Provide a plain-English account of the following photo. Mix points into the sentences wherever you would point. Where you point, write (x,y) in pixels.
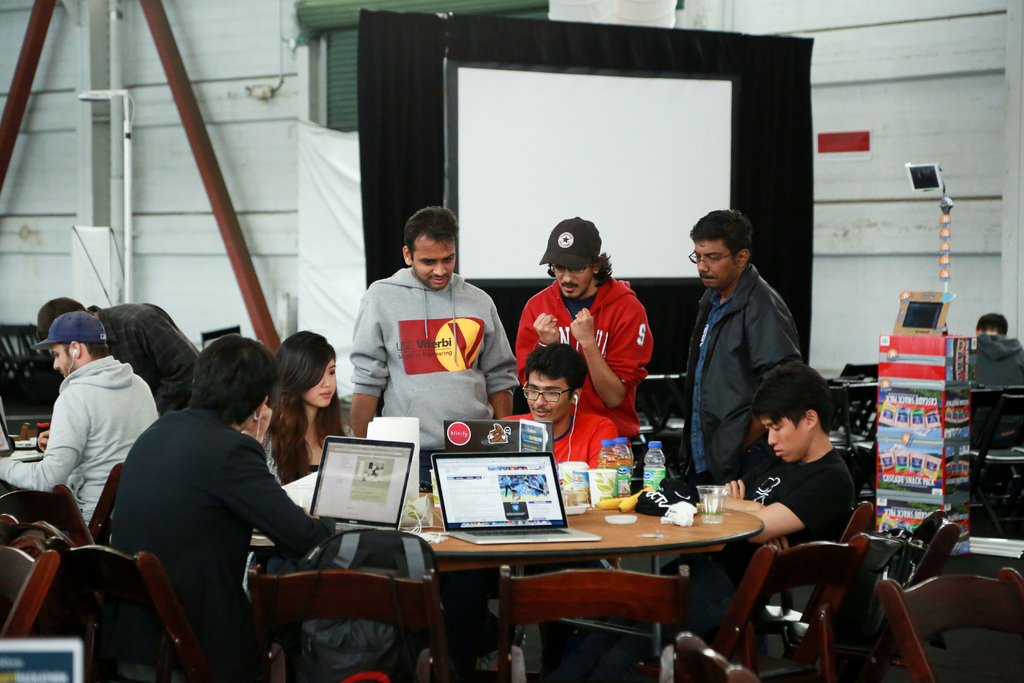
This picture is of inside. On the right (833,456) there is a man (819,525) wearing black color t-shirt (816,508) and sitting on the chair (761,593), beside him there are three persons (556,326) standing and there is a man (573,419) wearing red color t-shirt (583,438) sitting on the chair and seems to be working on a laptop (536,437). On the left (286,381) there is a woman (306,405) and a man (241,467) sitting on the chair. There is a backpack (358,569) placed on the top of the chair (391,620). In the center (489,432) there is a table (656,544) on the top of which glasses (569,464), bottles (652,453), papers (379,428) and laptops (460,476) are placed. On the left corner (112,391) there is a person (90,406) sitting on the chair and a person (158,335) standing. In the background (1017,86) we can see the projector screen (705,113), curtain (765,112), wall (957,67), metal rods (186,87) and a person (1016,345) and some boxes (941,444).
